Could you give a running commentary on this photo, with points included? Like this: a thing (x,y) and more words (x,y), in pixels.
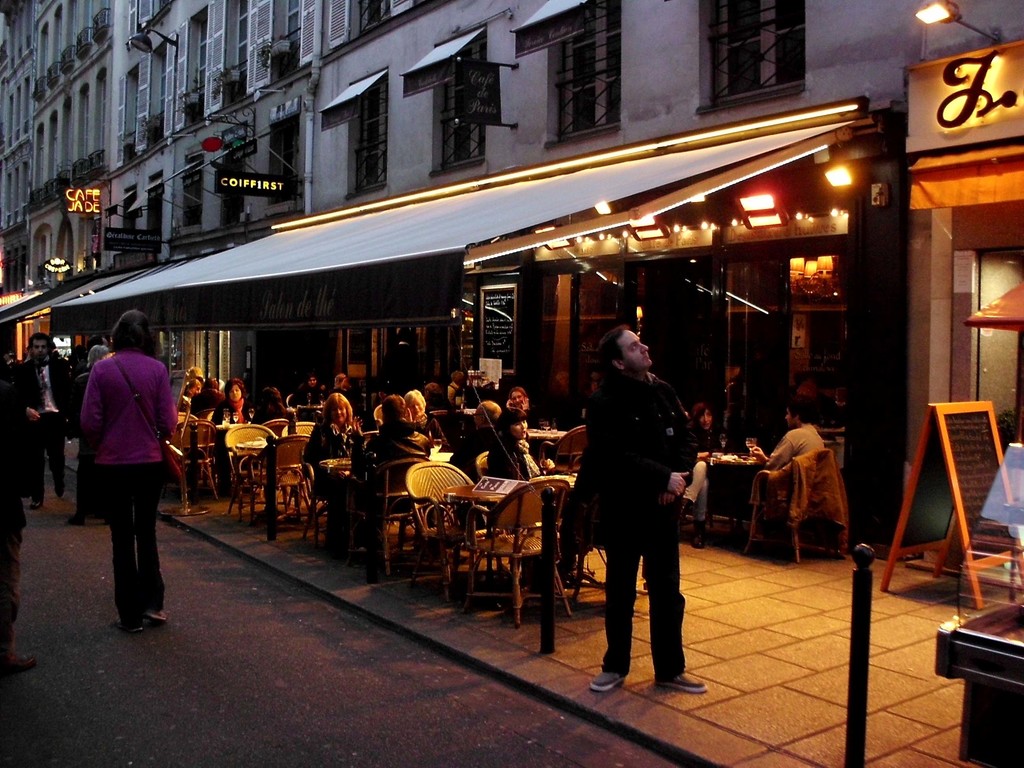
This picture shows building (347,73) and few men (11,450) standing and few are seated on the chairs (306,438).
